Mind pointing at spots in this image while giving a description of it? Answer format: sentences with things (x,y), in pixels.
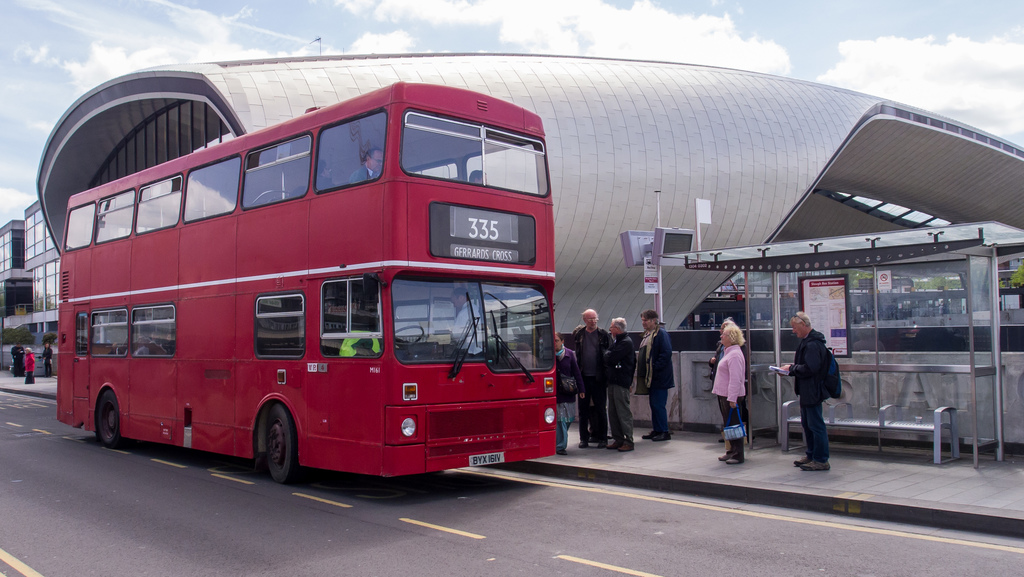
This image is taken outdoors. At the top of the image (52,88) there is the sky (563,29) with clouds (892,54). At the bottom of the image (320,541) there is a road (199,547). In the background (25,270) there is a building (23,272) and there is an architecture (129,150) with walls (783,156) and a roof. A few people (48,357) are standing on the sidewalk (832,444) and there are a few plants (21,334). On the right side of the image (929,227) there is a bus stop (861,325). There are a few empty chairs (935,432). A few people (739,381) are standing on the sidewalk (879,453). In the middle of the image (433,230) a bus (387,279) is parked on the road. There is a board (833,314) with a text (818,293) on it and there are two sign boards (649,276).
